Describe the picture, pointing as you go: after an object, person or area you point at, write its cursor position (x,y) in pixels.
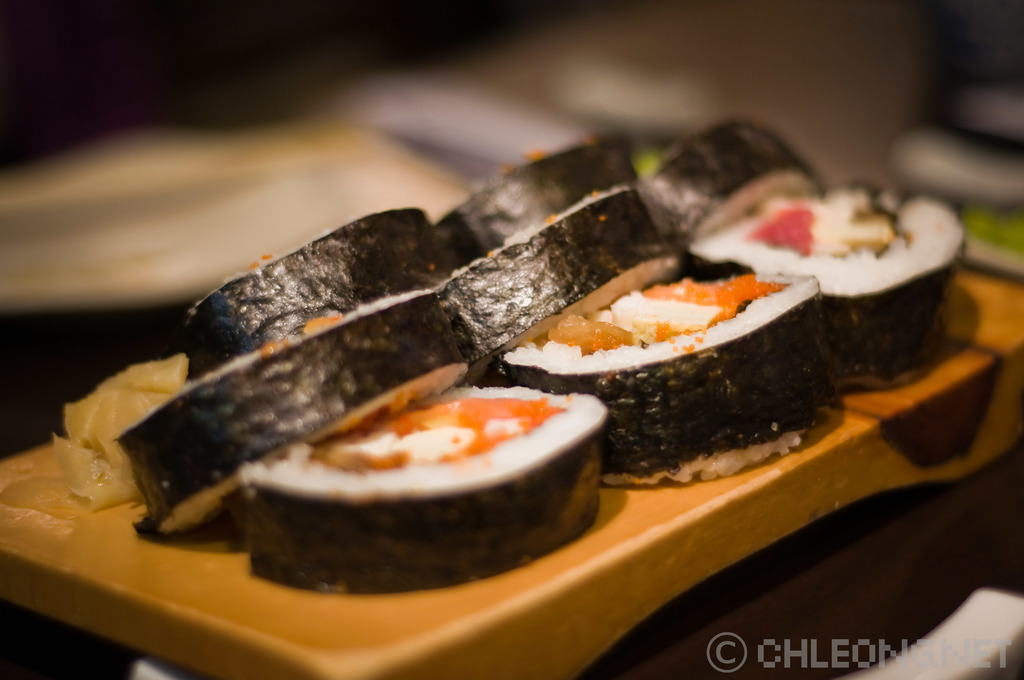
In this picture I can see the sushi rolls (765,203) and ginger pieces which are kept on the tray (608,544). At the bottom (711,654) there is a table (828,606). In the bottom right corner (829,649) I can see the watermark (872,642). At the top (218,52) I can see the blur image.
